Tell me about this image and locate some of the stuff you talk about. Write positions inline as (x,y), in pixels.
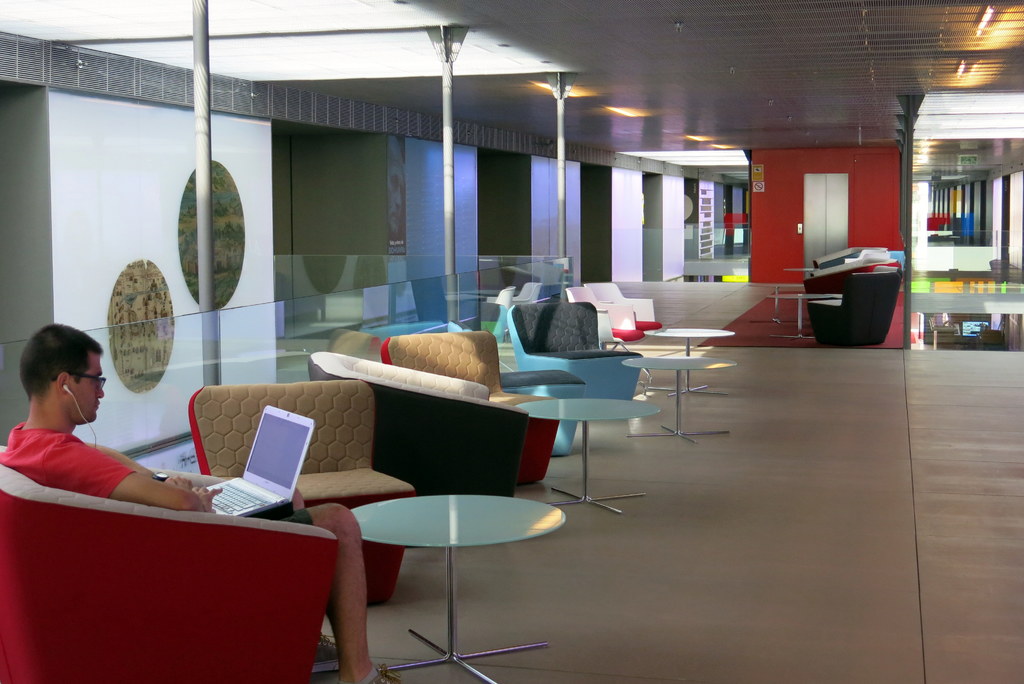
Here we can see chairs (459,395) and tables (598,411) present and in the left bottom (341,540) we can see a man (61,476) sitting on a chair (166,511) with laptop (275,493) in his lap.
